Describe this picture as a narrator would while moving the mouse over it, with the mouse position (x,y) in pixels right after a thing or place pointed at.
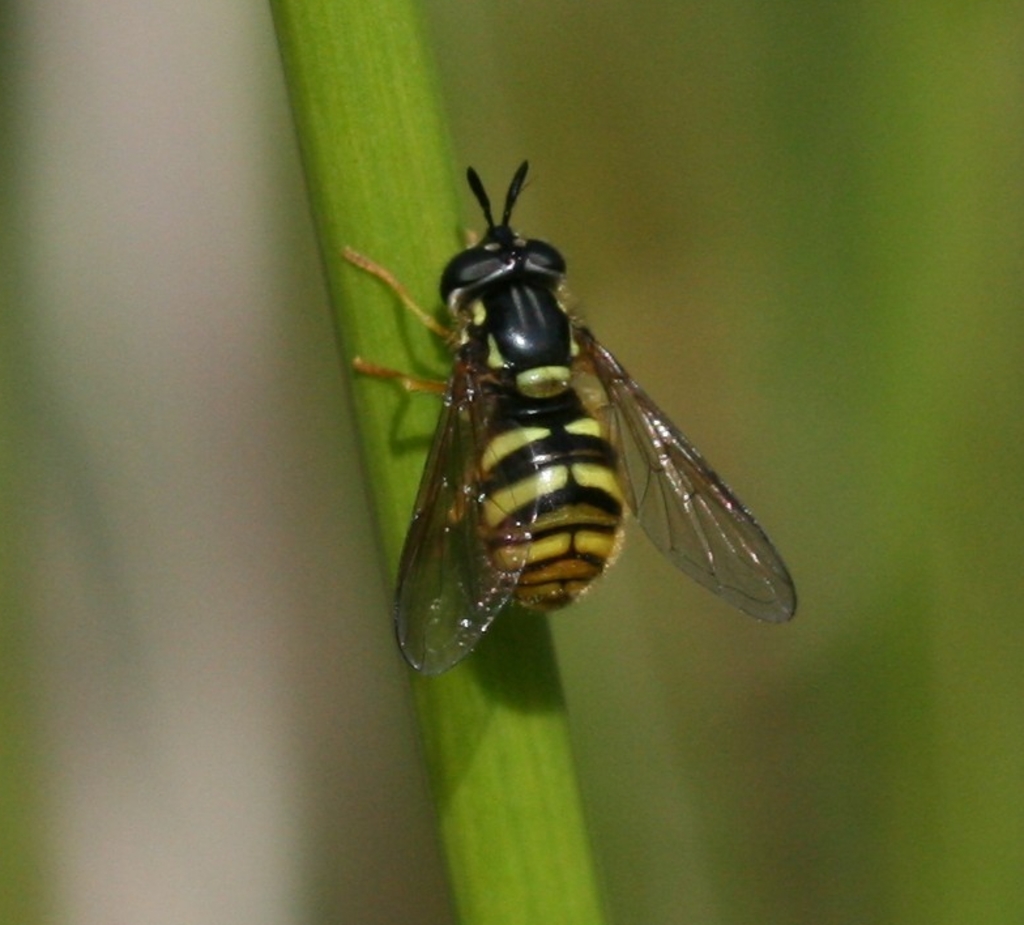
In this picture, we see an insect (489,435) in black color is on the green color strip (481,833). In the background (643,827), it is green in color and it is blurred.
